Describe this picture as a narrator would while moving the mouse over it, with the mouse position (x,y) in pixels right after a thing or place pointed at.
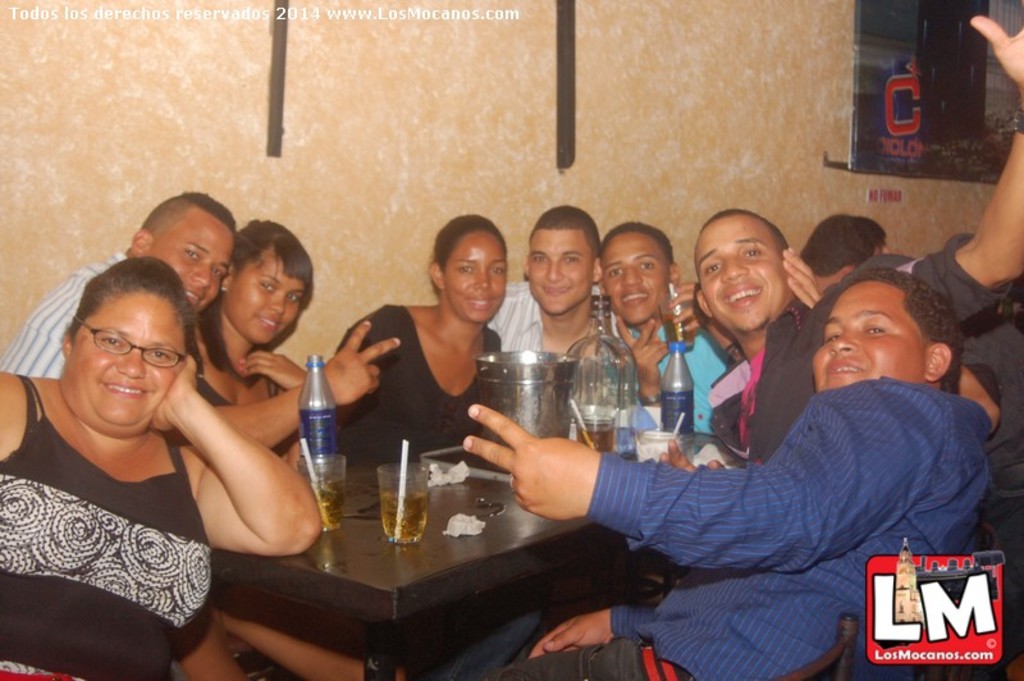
This image is clicked in a room (347,474). There are so many people (792,482) sitting. There is a table (566,531) in the middle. These all people (473,652) are sitting around the table (330,571). Right corner (902,382) a person (882,482) is sitting and he is wearing blue shirt (832,554), in the left corner (181,501) a woman (175,544) is sitting and she is wearing black dress (182,612). Table (447,545) has glasses (603,449), bottles (672,411), jars (540,376).
